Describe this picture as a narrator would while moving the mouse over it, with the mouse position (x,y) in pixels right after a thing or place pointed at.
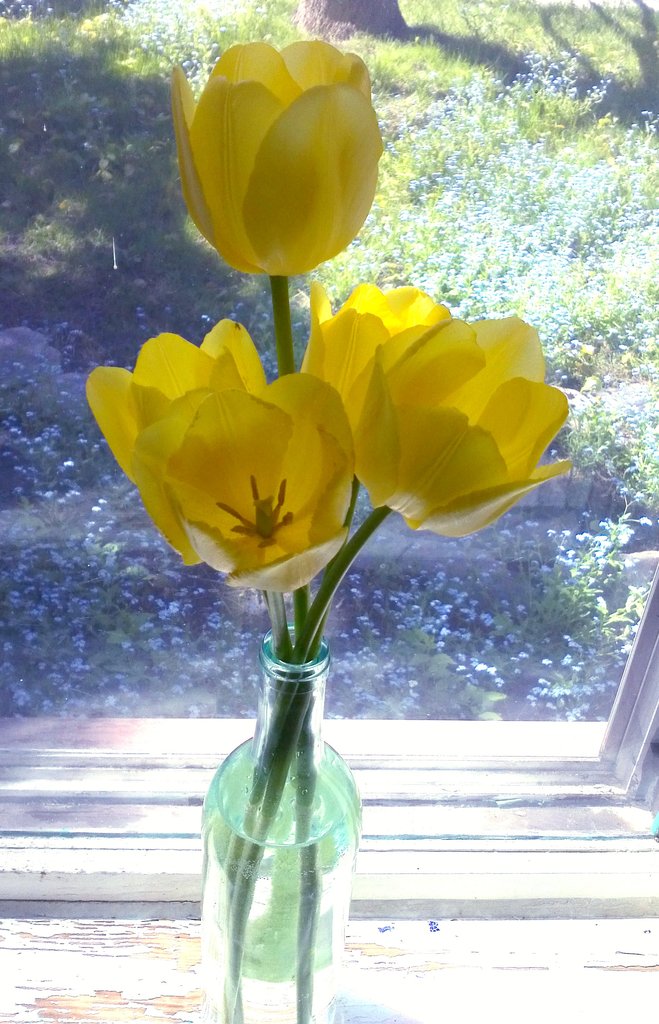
There are beautiful yellow flowers (303,525) placed inside a glass bottle (263,760) with a liquid (255,979) inside it. In the background (159,864) there is a glass window (34,299) and a flowers (187,650) on the other side of the window (187,226).
